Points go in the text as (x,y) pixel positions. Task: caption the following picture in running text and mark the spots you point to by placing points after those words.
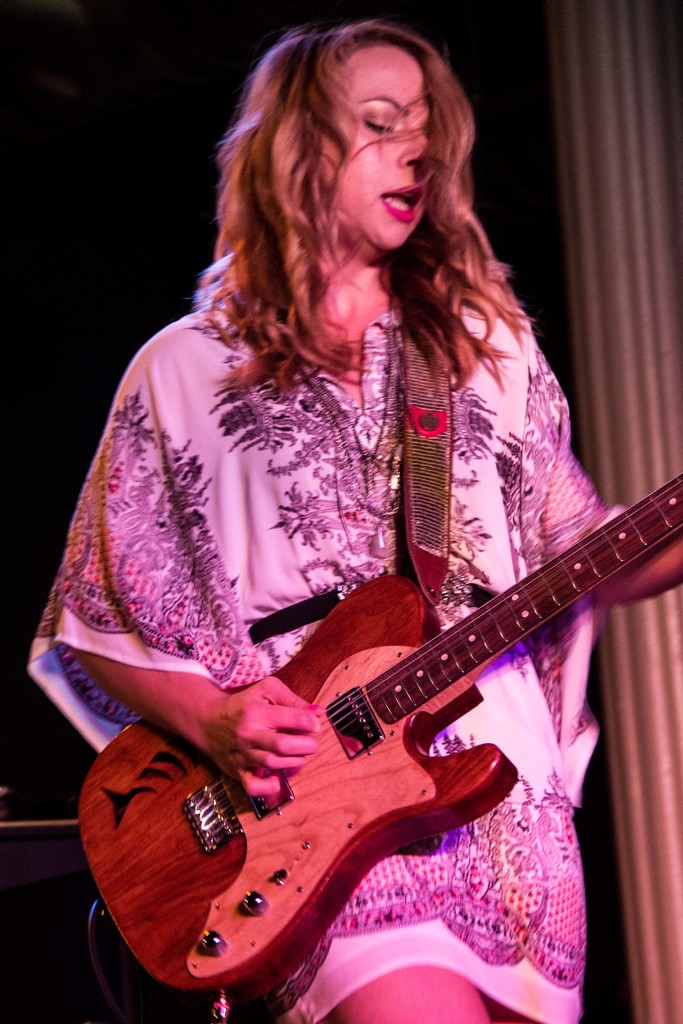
In this image we can see a lady (134,667) holding a guitar (346,735) in her hands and playing it. The background (21,287) is dark.
